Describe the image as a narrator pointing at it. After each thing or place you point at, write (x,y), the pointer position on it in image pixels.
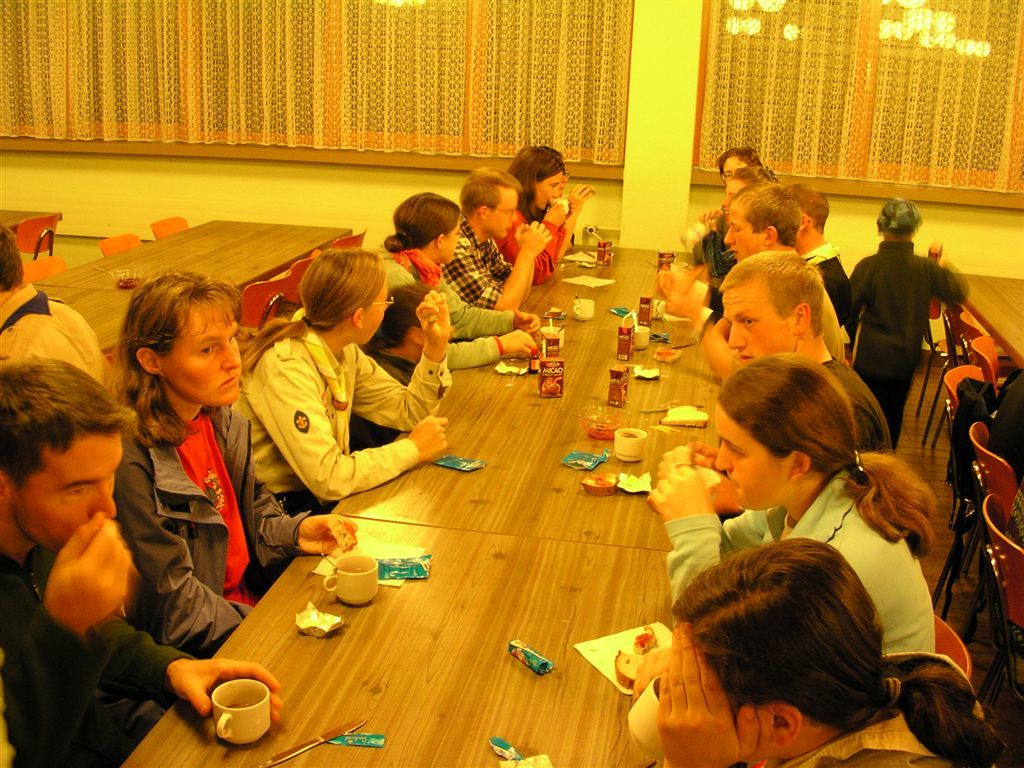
In this picture we can see a group of people (839,540) sitting on chairs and in front of them on tables (363,617) we can see cups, boxes (560,360), tissue papers (591,285), knives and in the background (138,47) we can see windows (543,47) with curtains (574,126) and a child (875,280) standing on the floor (935,448).
